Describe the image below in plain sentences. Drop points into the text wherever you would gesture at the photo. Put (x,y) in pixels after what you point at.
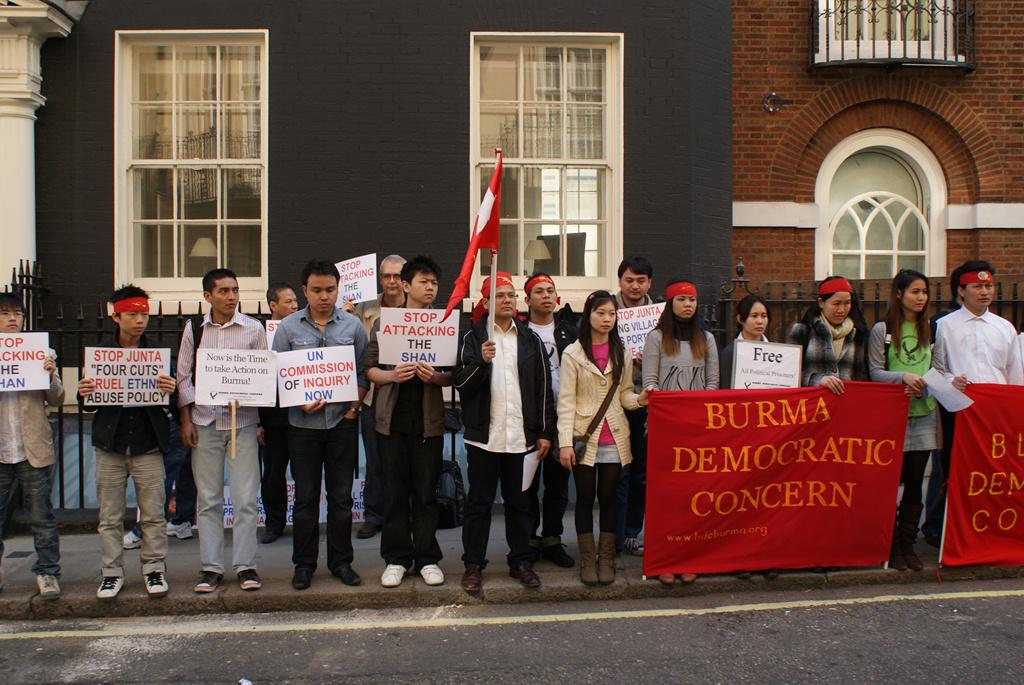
In this image I can see number of people (353,344) are standing. I can see most of them are holding boards (305,374) and few of them are holding red colour banners (835,461). I can also see one person (500,284) is holding a flag (468,260). On these boards (309,351) and on these banners (831,478) I can see something is written. In the background (642,85) I can see buildings (560,127) and windows (563,147).
